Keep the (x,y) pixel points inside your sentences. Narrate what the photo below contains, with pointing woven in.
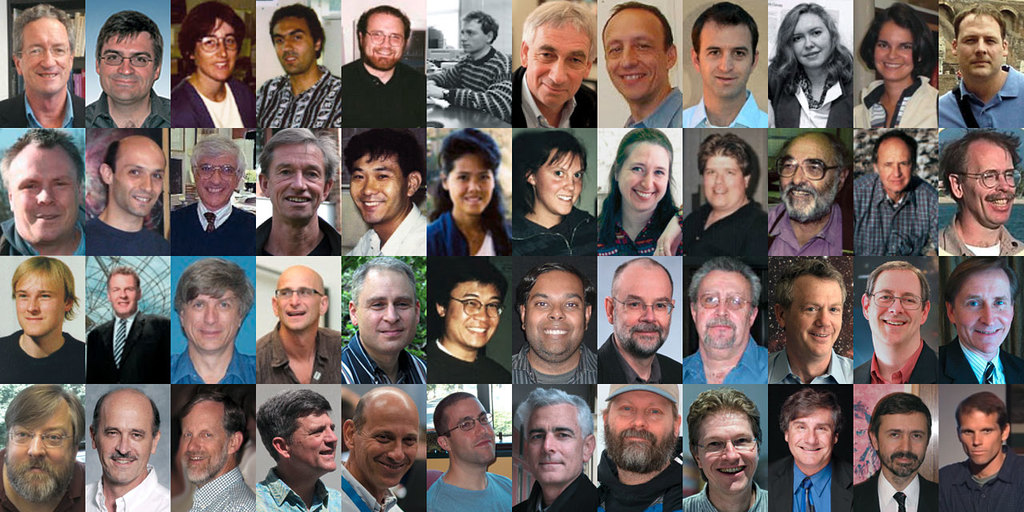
In this picture we can see so many people images (437,222) are in one frame (755,232).
